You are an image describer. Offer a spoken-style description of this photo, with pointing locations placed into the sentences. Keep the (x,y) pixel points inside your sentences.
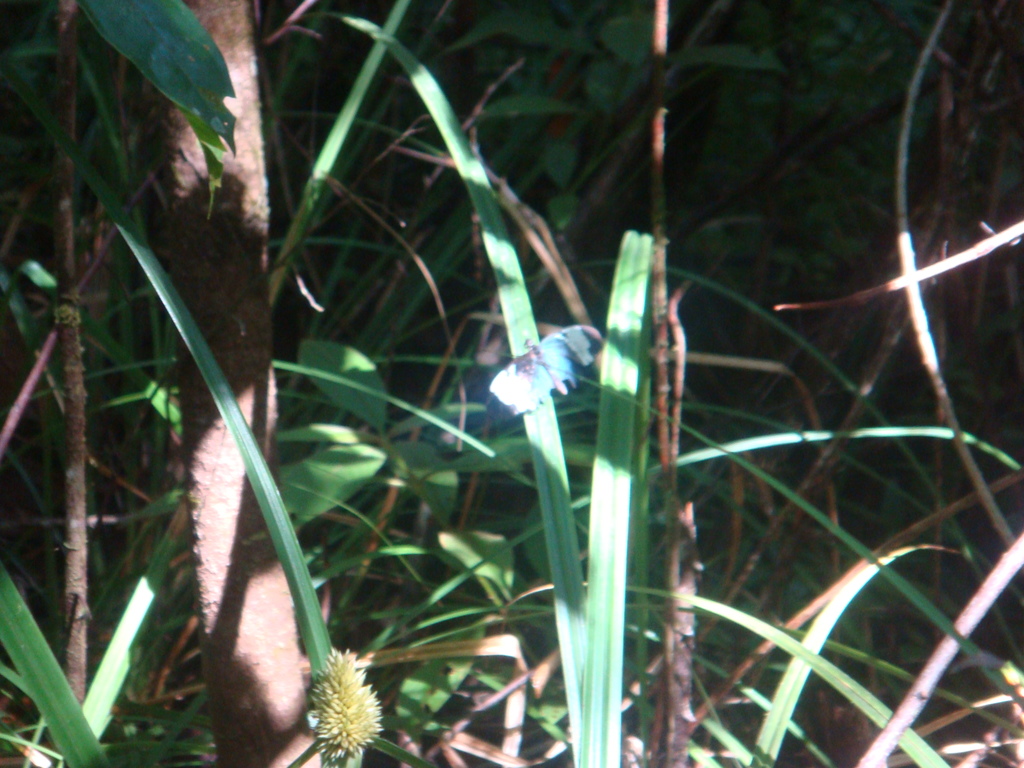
In this image we can see plants (488,447).
